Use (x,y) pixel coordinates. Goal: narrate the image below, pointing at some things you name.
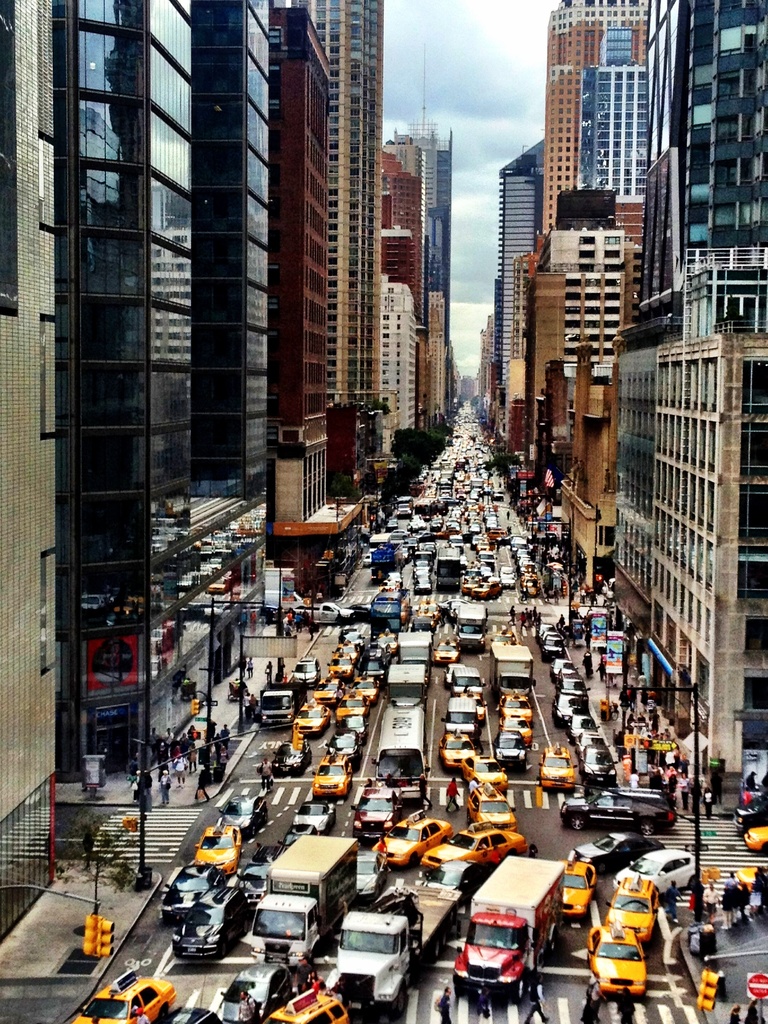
In this picture we can see vehicles (332,750) and a group of people (632,780) on the road (319,943), buildings (291,353), traffic signal lights (307,604), electric poles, footpaths (622,782) and in the background (514,76) we can see the sky (464,208) with clouds (464,208).
